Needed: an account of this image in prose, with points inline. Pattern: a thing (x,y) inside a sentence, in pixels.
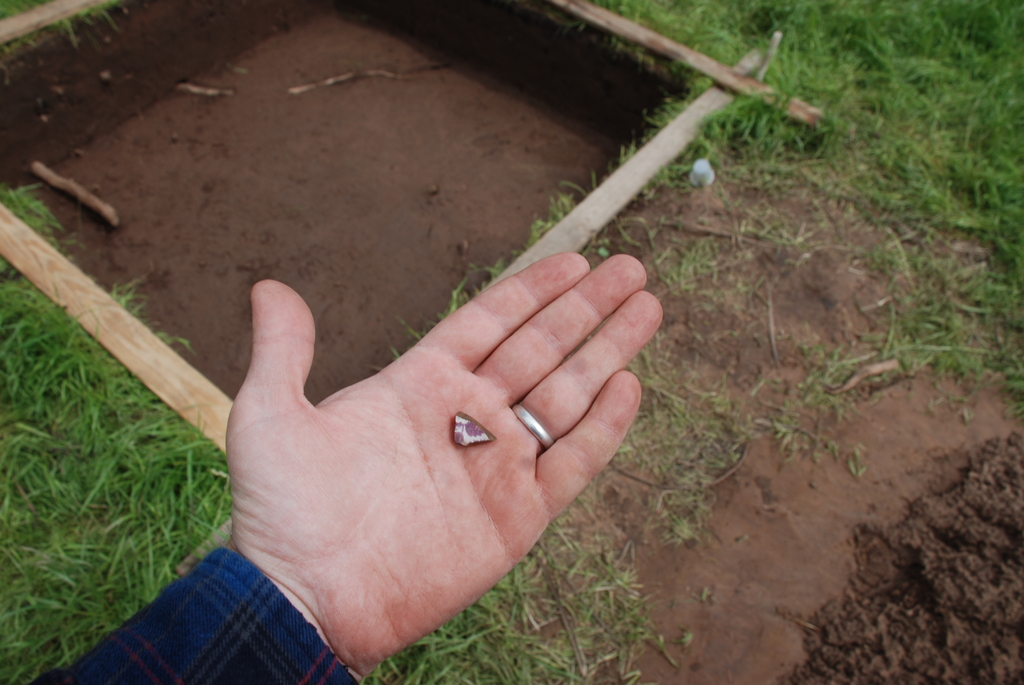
In this image there is a hand (387,469) of the person (386,519) in the front (430,499) and on the ground (75,476) there is grass (910,151).
